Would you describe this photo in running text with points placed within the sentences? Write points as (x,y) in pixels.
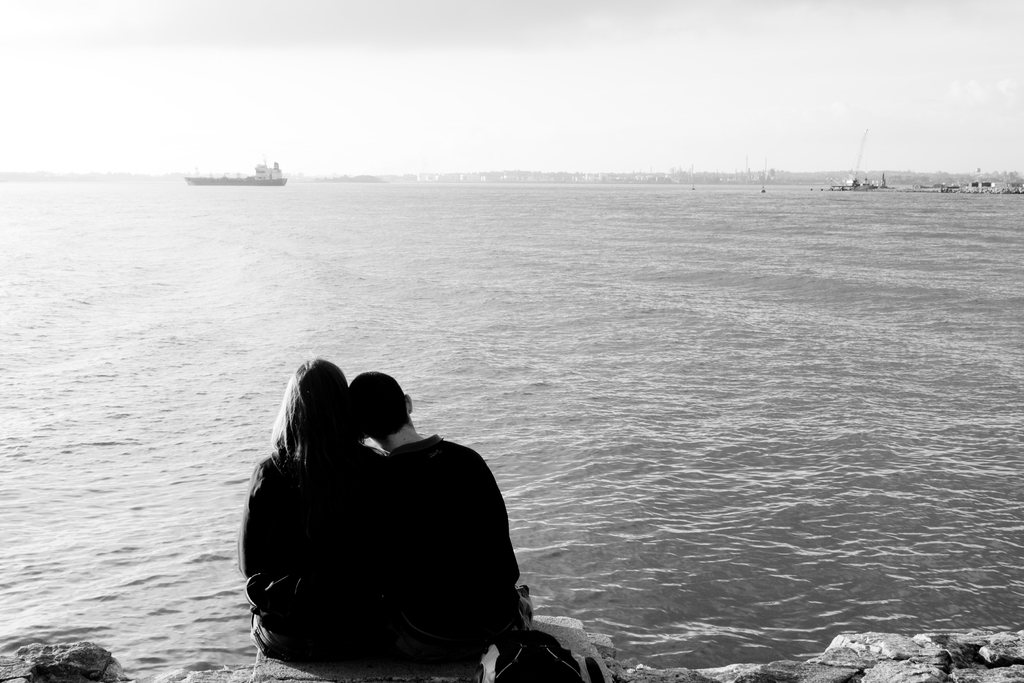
It looks like a black and white picture. We can see there are two people (349,589) sitting on a rock (341,677). In front of the people (353,465) there is a ship (258,171) on the water (210,193). On the right side of the ship (259,185), it looks like a harbour (888,183). Behind the ship (279,180) there is the sky (424,81).
